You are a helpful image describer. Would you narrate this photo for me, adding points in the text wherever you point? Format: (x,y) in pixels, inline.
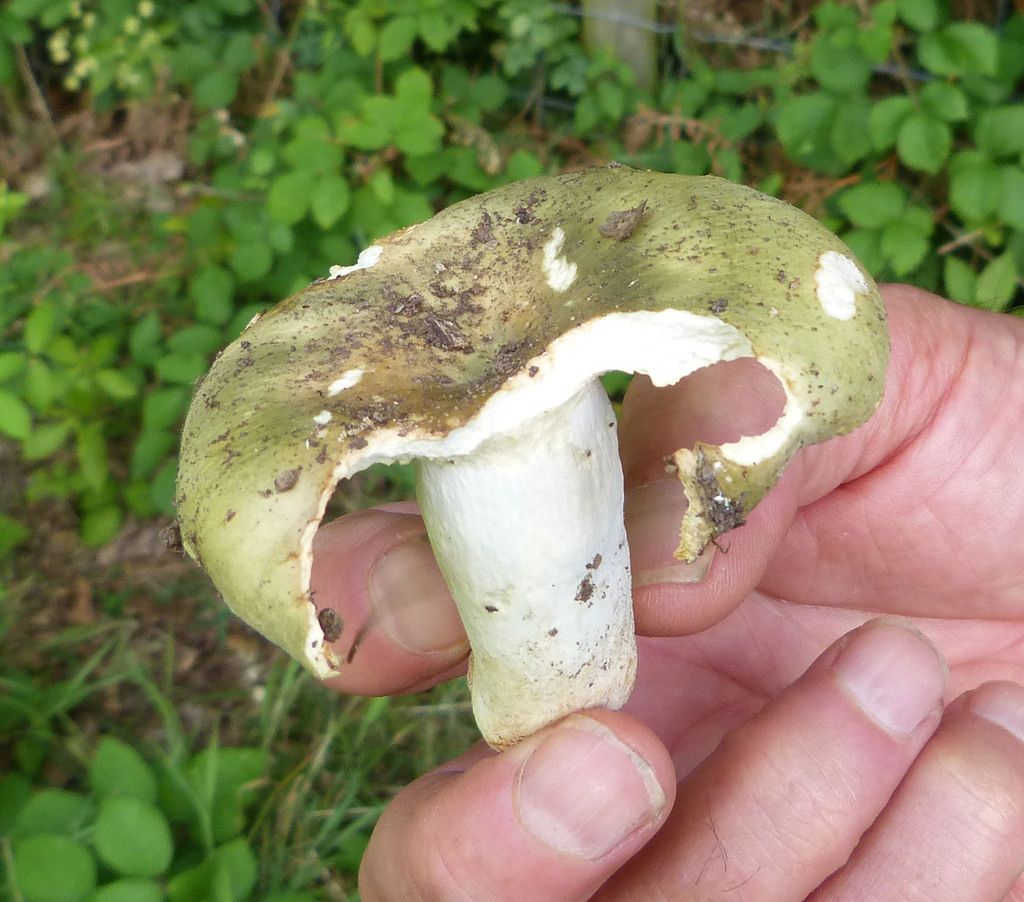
In this image there are plants (106,434), there is a person hand (776,693) holding a Mushroom (523,374).
